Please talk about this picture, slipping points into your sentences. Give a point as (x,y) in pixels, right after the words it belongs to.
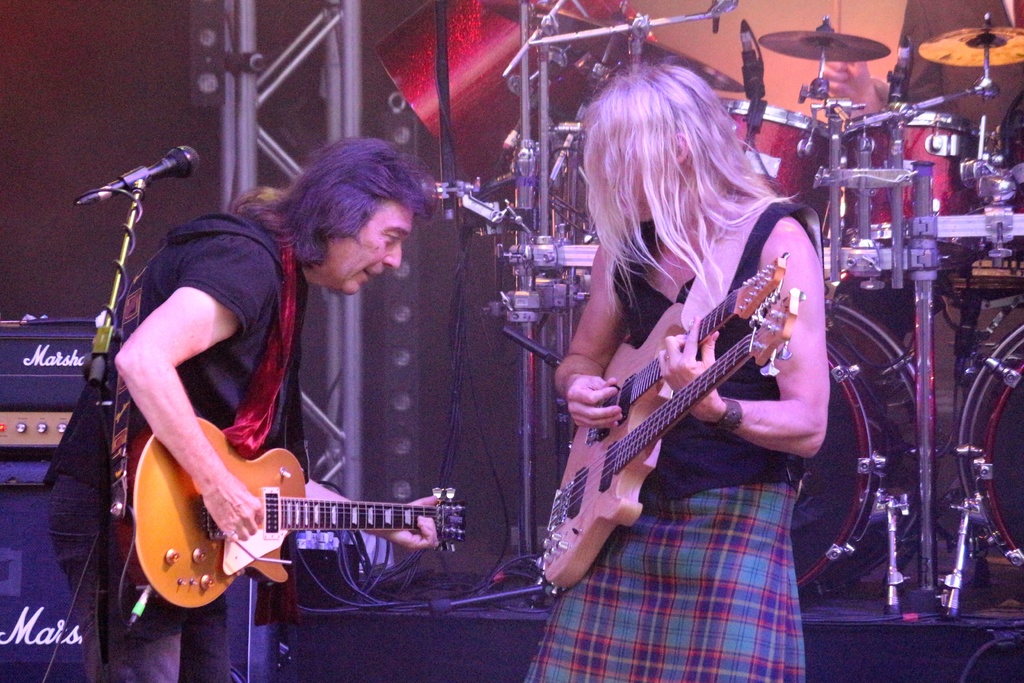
In this image there are two persons (218,259) playing a musical instruments (140,512).
